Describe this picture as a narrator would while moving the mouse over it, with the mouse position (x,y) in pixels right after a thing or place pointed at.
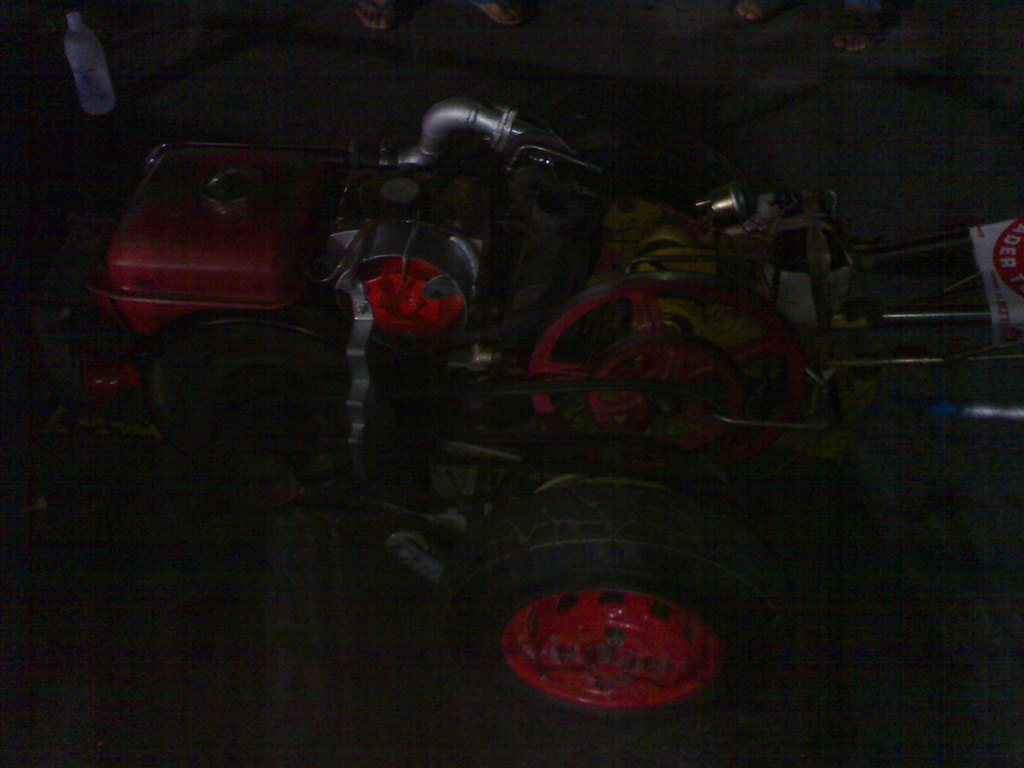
In the picture I can see the engine parts (647,329) and wheels (712,586) of a vehicle (680,479). There is a bottle (74,38) on the top left side of the picture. I can see the legs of two persons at the top of the picture (355,11).
